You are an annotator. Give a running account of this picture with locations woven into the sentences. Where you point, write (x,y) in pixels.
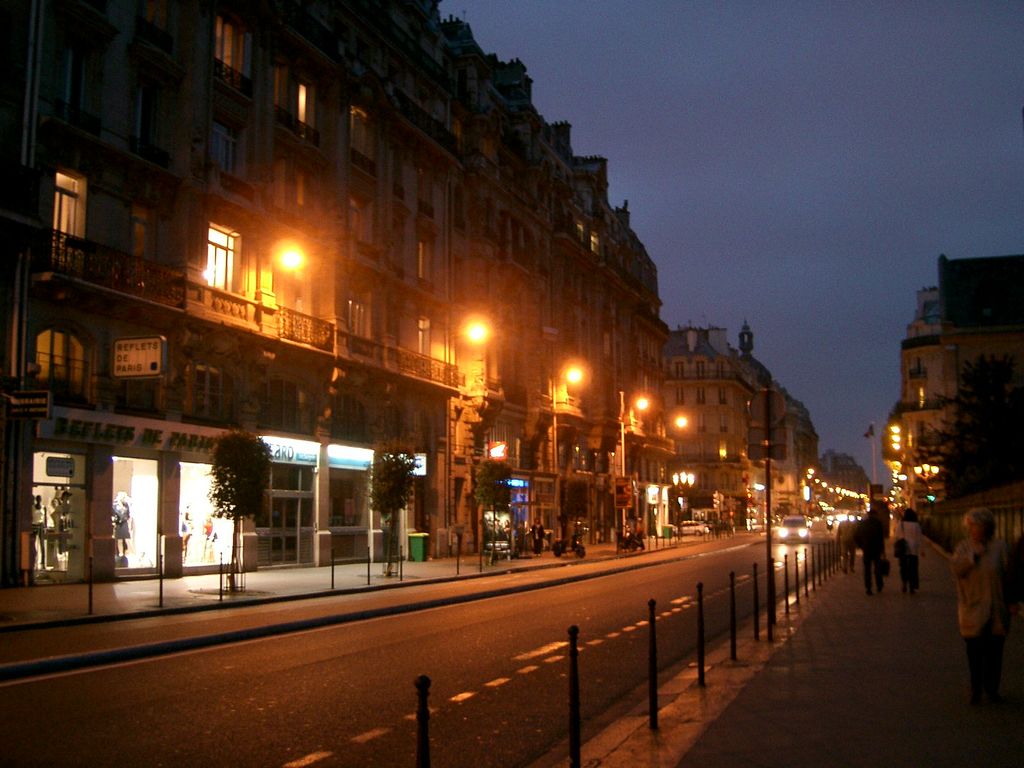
In this picture I can see there is a road (578,637) and there are few vehicles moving and there are few poles (767,572), plants (234,536) and the sky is clear.
